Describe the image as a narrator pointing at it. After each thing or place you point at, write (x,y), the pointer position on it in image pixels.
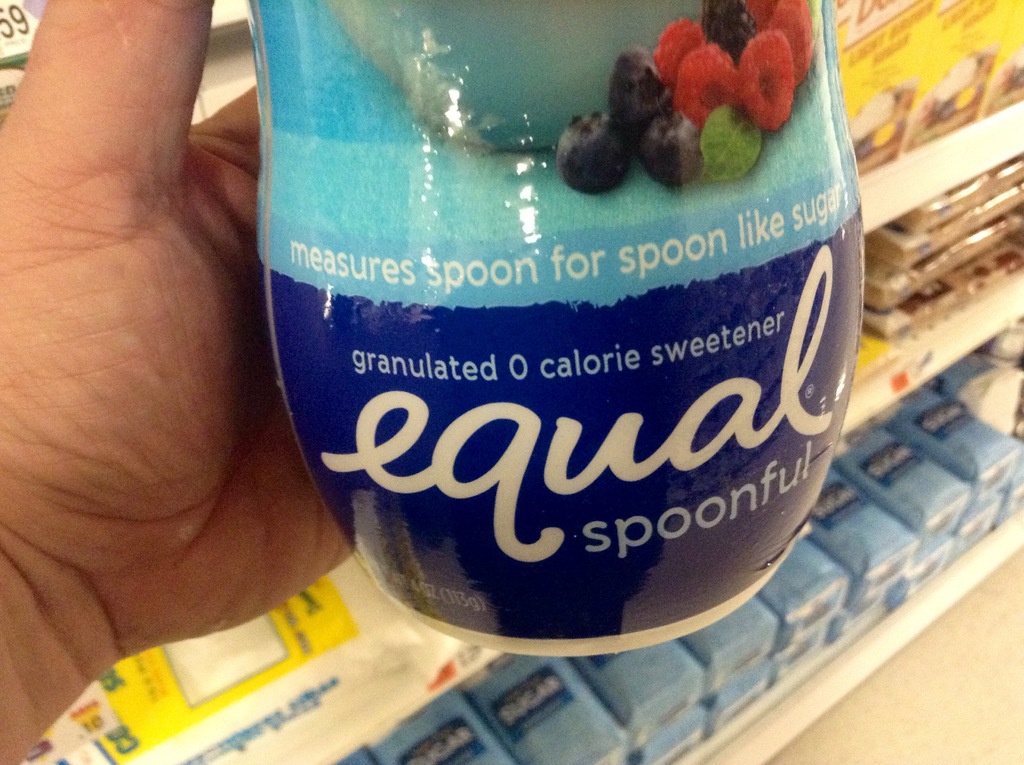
In this image there is a person's hand (135,288) who is holding the bottle (613,262). In the background (378,628) there are racks (941,179) in which there are packets (919,409) and some food boxes (927,61). It seems like this image is clicked inside the store (874,488). At the bottom (592,708) there are so many packets (815,629) kept in the shelf (845,656).
